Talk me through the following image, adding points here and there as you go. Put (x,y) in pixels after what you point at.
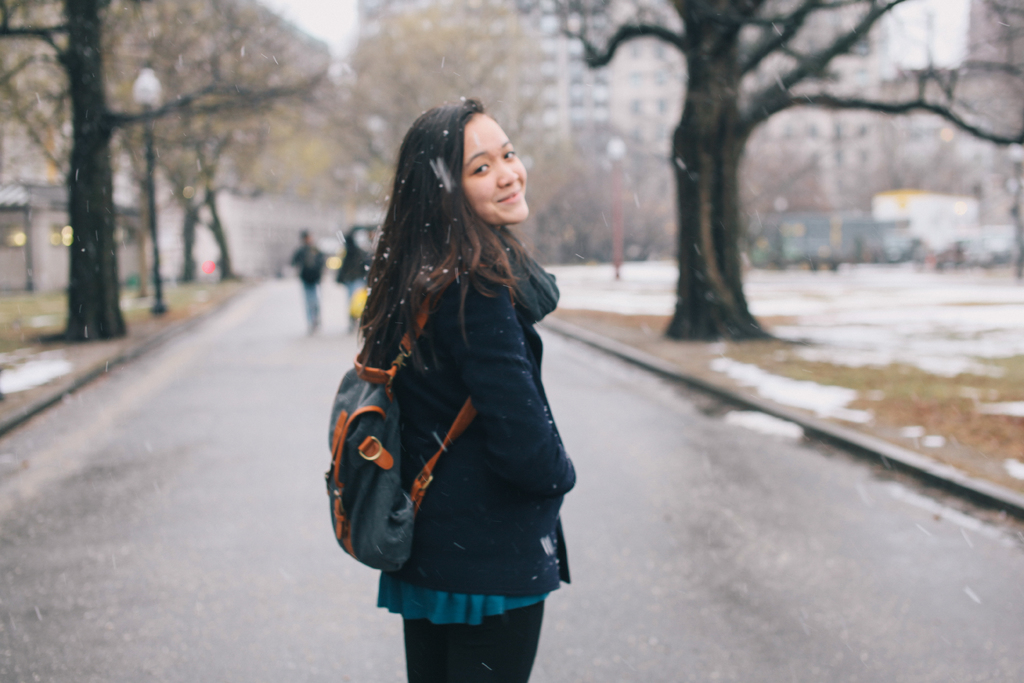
In the center of the image (505,410) we can see one person (489,407) standing on the road (211,453). And we can see she is wearing a backpack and she is smiling. In the background (138,132), we can see buildings (797,133), trees (706,57), poles (1016,264), vehicles (807,227), lights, few people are standing on the road (186,362) and a few other objects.
